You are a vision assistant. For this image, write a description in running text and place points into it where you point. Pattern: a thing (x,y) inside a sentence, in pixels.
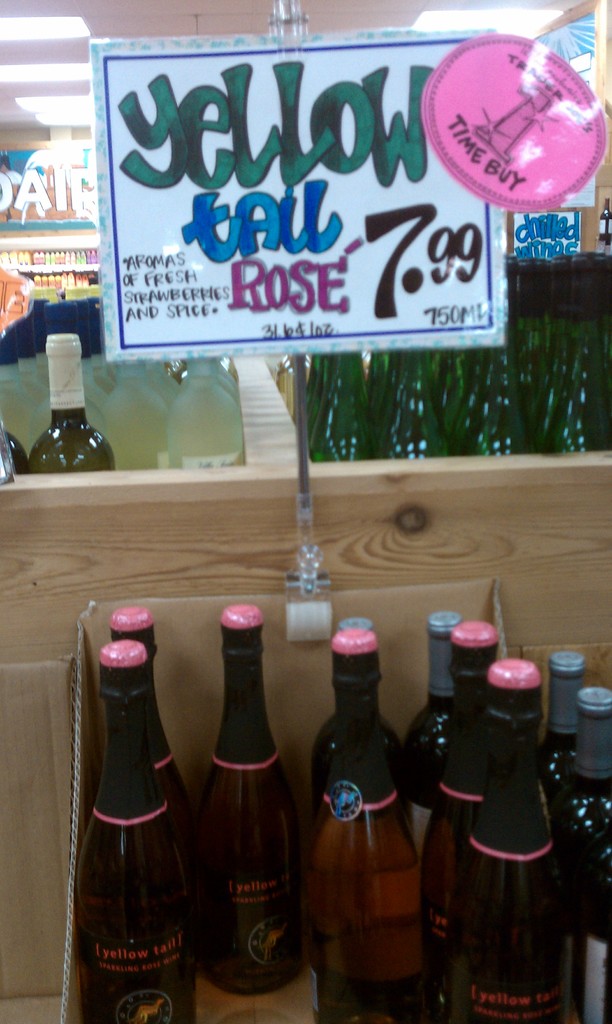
In this picture we can see some bottles (282,958) in the box (292,1014). This is board (286,146). On the background (53,258) we can see some bottles (80,258) in the rack (80,239). This is roof (152,15) and these are the lights (59,104).
